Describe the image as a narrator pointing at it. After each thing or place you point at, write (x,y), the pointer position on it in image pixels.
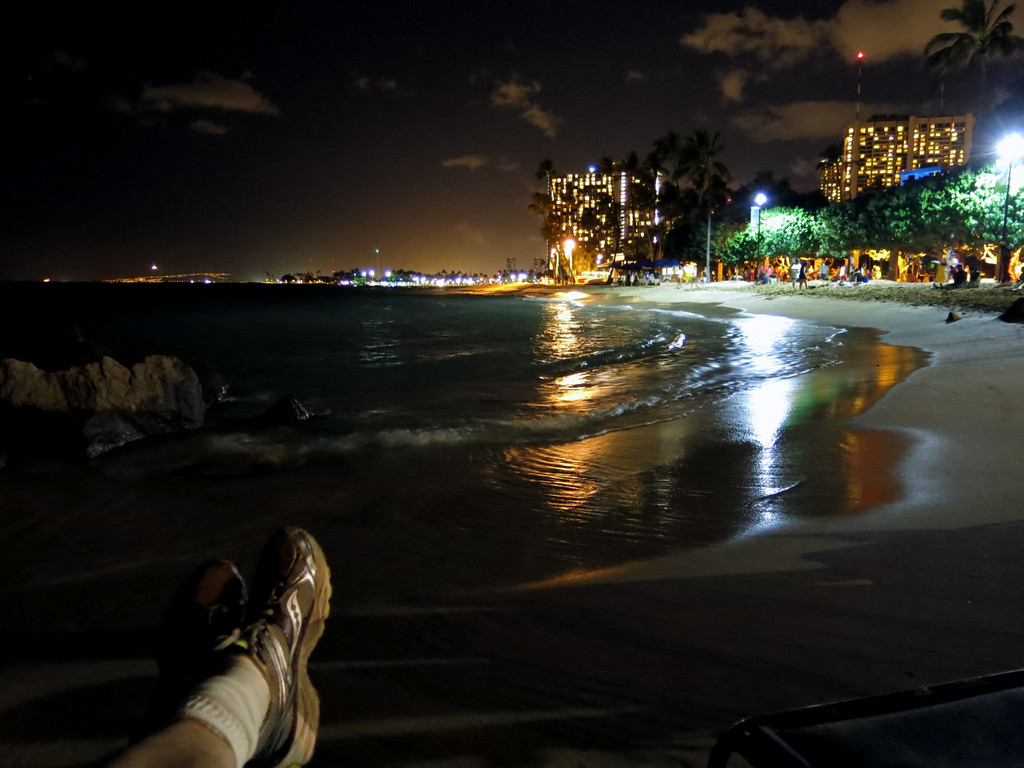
As we can see in the image there is water (607,477), few people (277,728) here and there, sand (941,517), buildings (587,196), trees (859,205), sky (324,85) and clouds (798,21). The image is little dark.
